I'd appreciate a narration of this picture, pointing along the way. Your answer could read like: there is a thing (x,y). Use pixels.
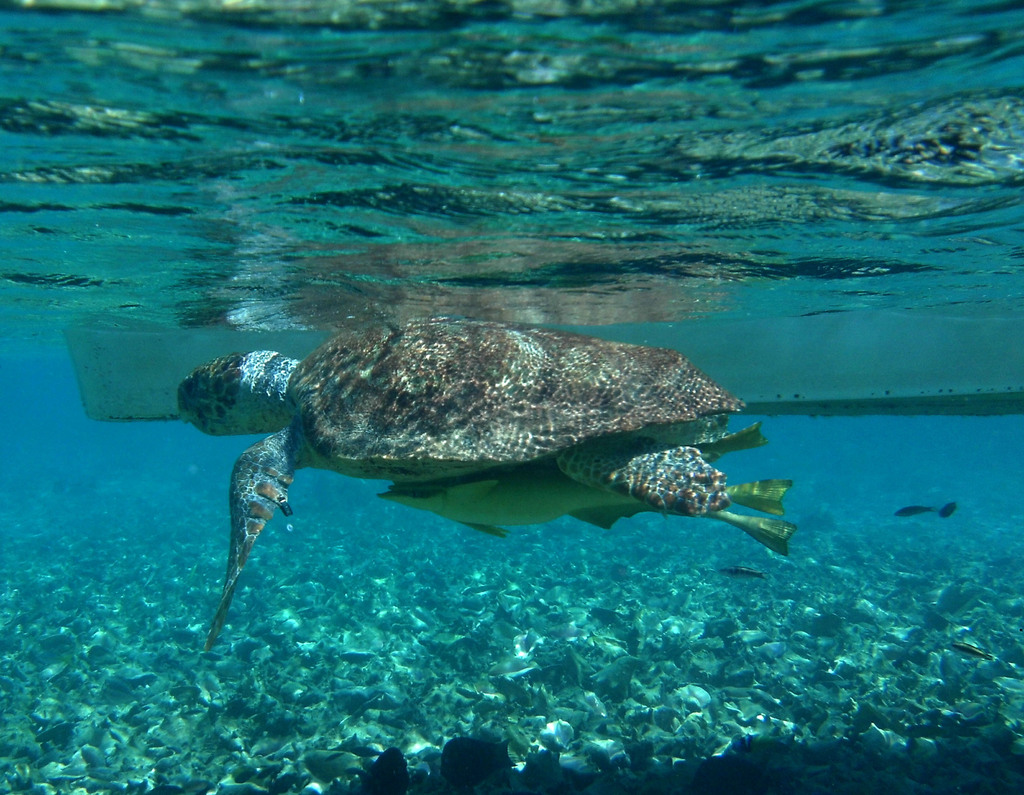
In this image I can see a turtle (320,396) in green and blue color water (957,506). I can see few objects (939,511).
